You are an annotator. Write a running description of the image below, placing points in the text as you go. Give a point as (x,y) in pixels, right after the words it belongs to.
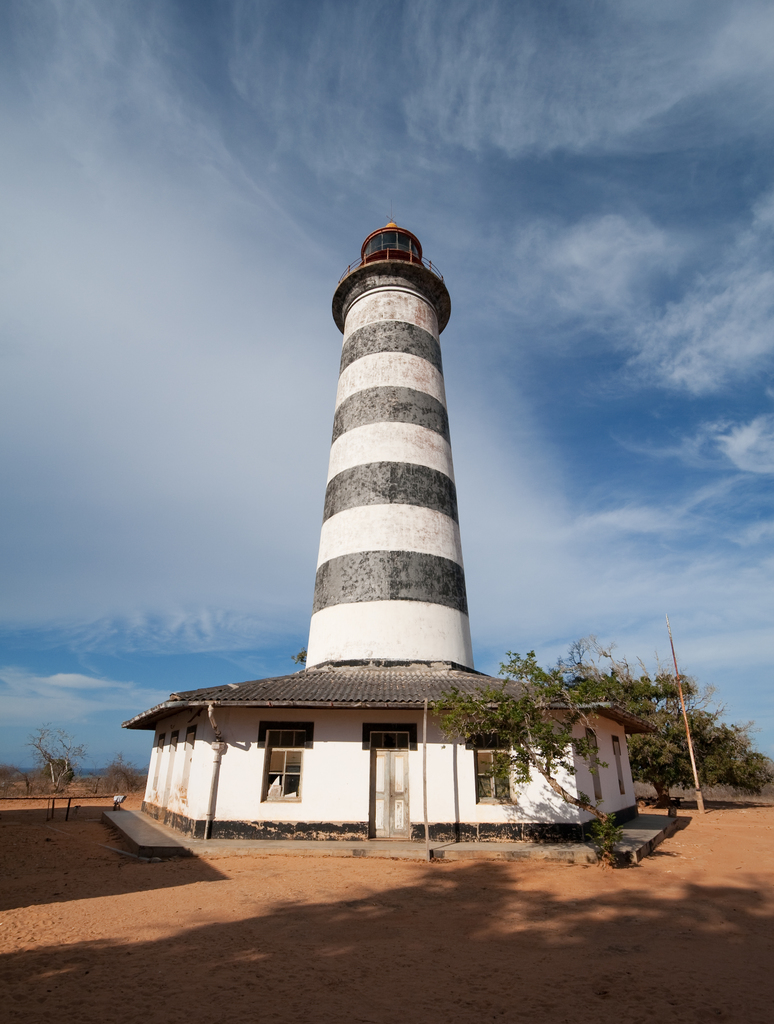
This image is taken outdoors. At the top of the image (249,146) there is a sky (175,416) with clouds (726,437). At the bottom of the image (286,945) there is a ground (595,923). In the middle of the image (412,634) there is a house (262,735) and there is a tower (359,524) and there are a few trees (51,761) and plants (20,778).
